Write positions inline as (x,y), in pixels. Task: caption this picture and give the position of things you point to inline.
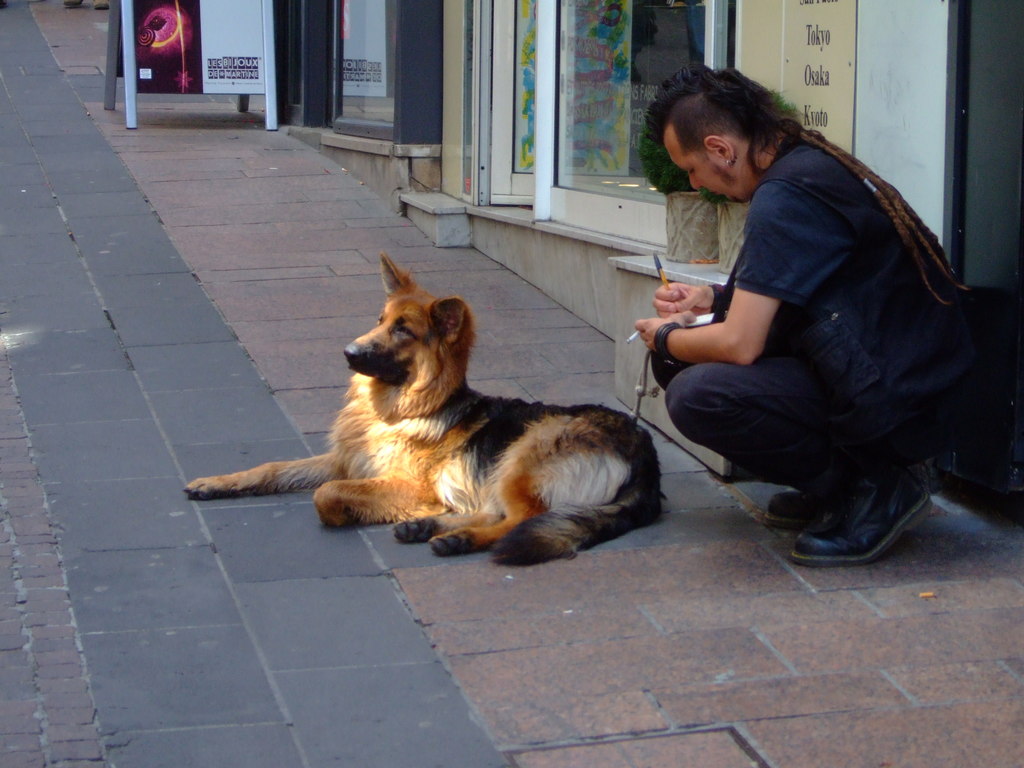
This picture is taken on the pavement (239,446) of a city (213,419). In the center of the picture (471,333) there is a dog (477,460), to the right side of the picture (888,350) there is a man (778,361). The man (833,296) is wearing a blue color shirt (804,249). In the background of the image (627,127) there are doors (532,135), windows (384,68), and a hoarding (227,62). This man (690,308) is writing something in the notes (707,315).
